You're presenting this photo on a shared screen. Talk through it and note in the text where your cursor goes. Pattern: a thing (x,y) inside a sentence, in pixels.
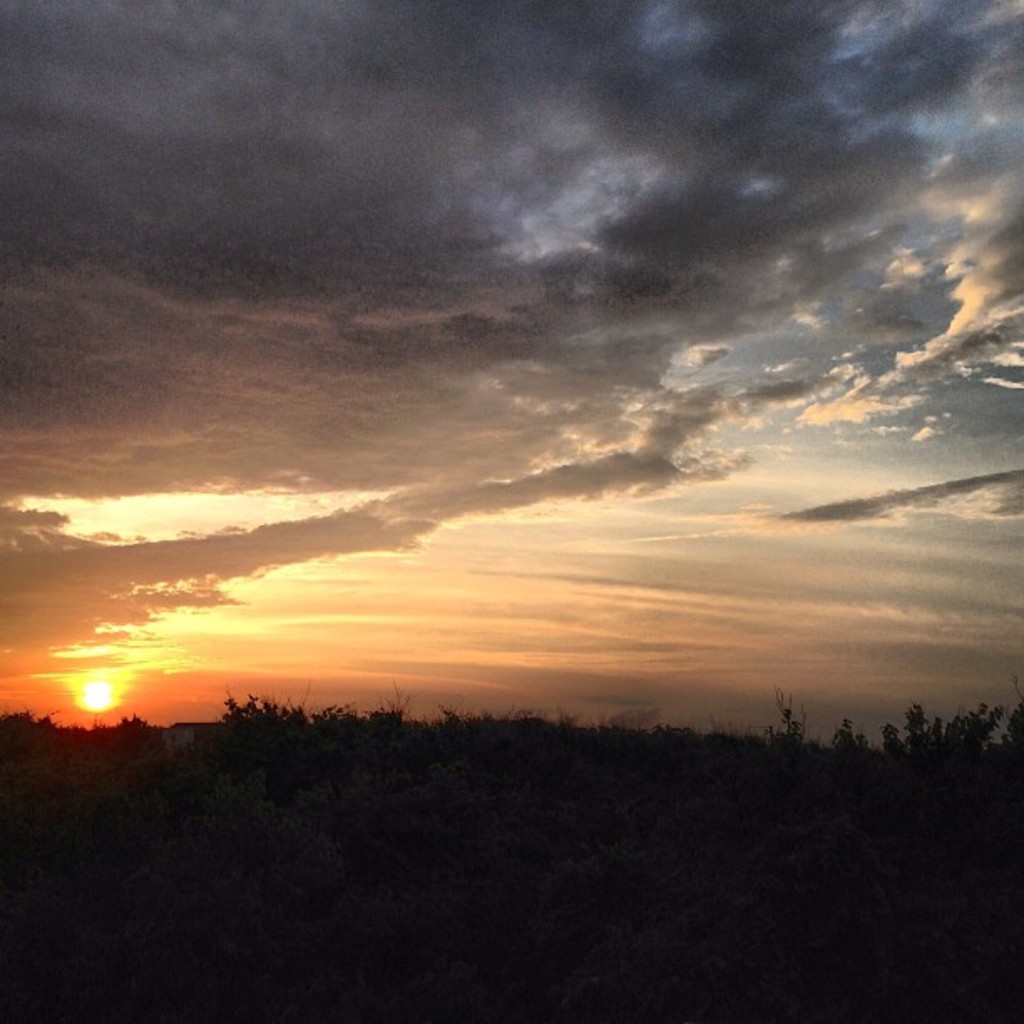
In this image we can see a sun (102,682), at above here is the sky (572,310), here are the trees (443,829), here it is dark.
